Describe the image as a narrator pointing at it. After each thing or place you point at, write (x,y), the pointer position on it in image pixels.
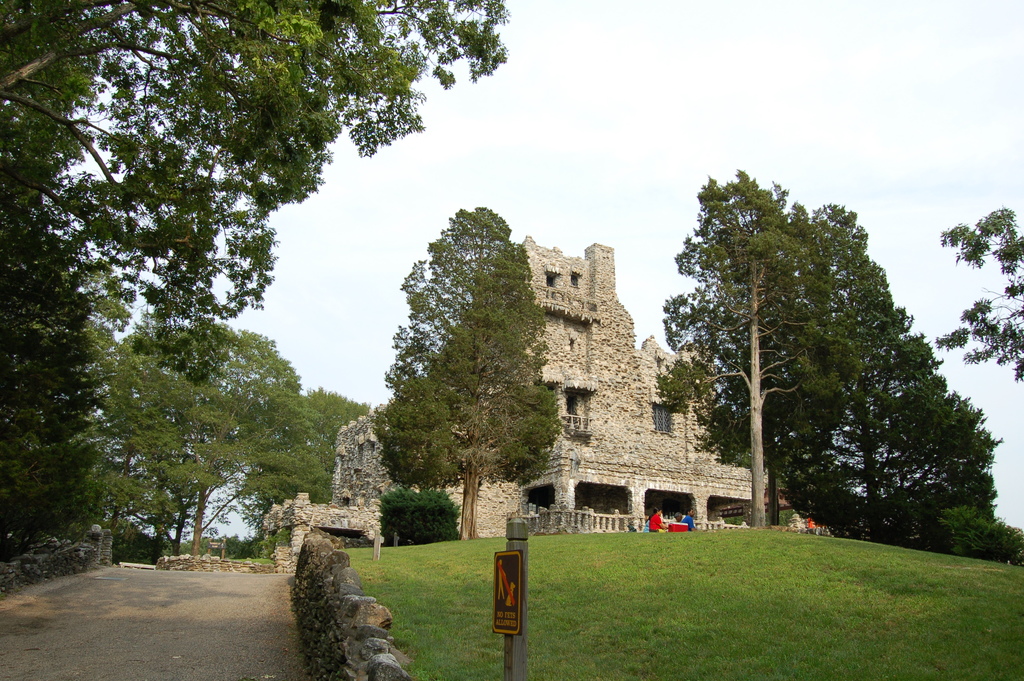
In this picture we can see an architectural building (629,415). In front of the building (625,427) there are some people (658,525), grass (686,556) and a pole (511,675) with a board (508,577). Behind the building (557,381) there are trees (793,363) and the sky (604,84).
